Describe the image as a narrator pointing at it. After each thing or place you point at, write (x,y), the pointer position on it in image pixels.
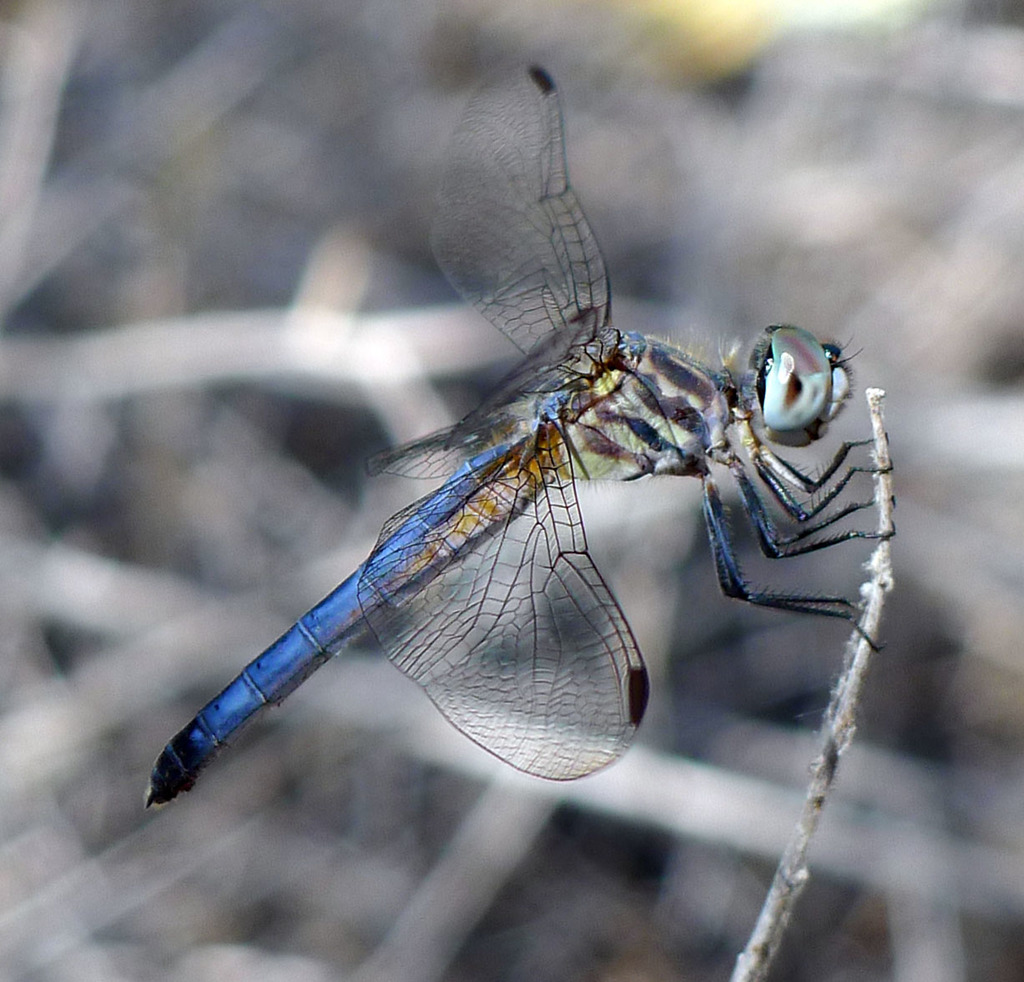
This image is taken outdoors. In this image the background (732,805) is blurred. In the middle of the image (481,582) there is a dragonfly (473,543) on the stem (877,546).
